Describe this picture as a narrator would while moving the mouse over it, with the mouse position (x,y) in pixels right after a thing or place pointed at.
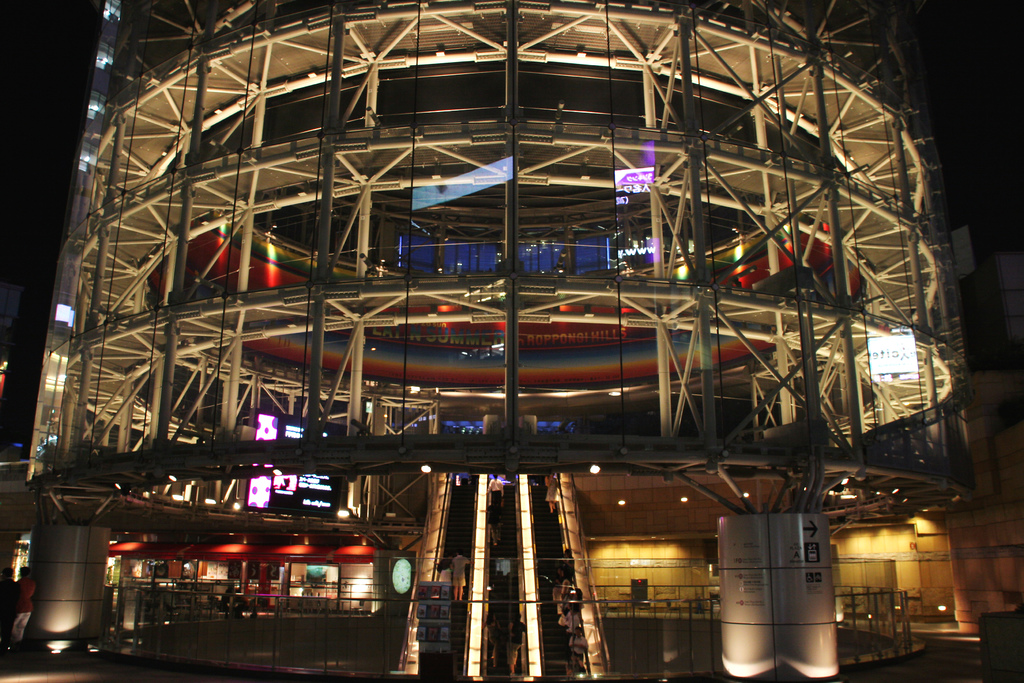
In this image we can see a building (466,219) which has some projector screens (289,484), banners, lights (481,550) and escalator (475,608).
